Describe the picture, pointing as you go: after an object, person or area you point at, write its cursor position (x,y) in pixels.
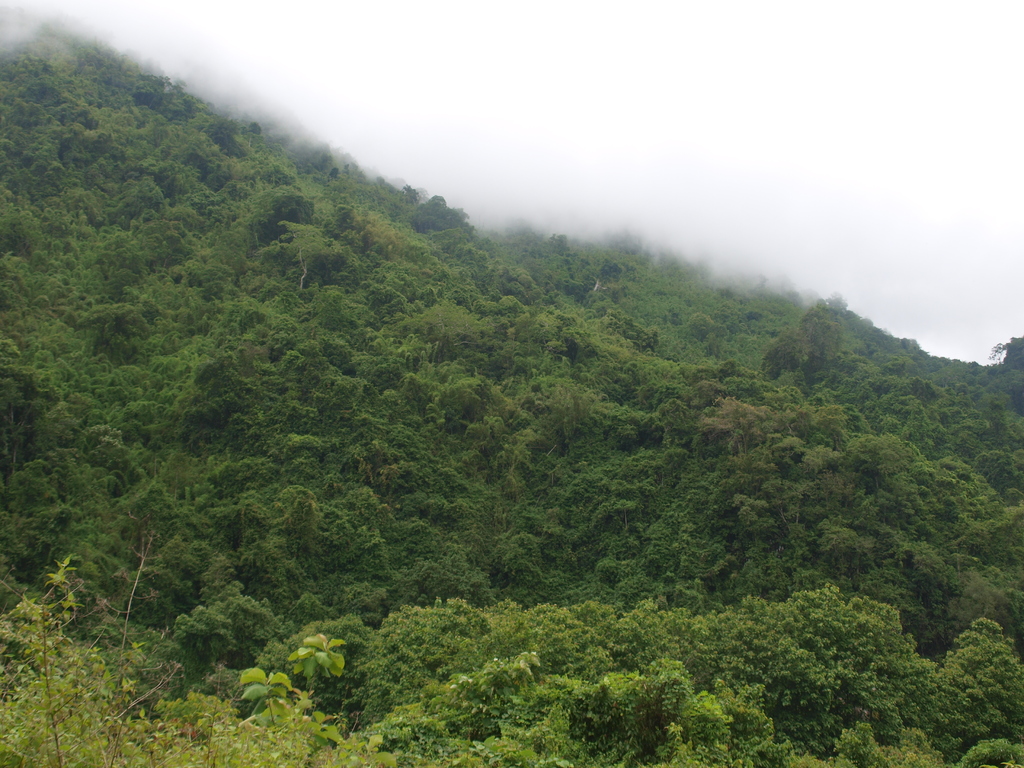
In this image we can see hill (333,551), plants (355,561), fog (611,227) and sky (488,162).
